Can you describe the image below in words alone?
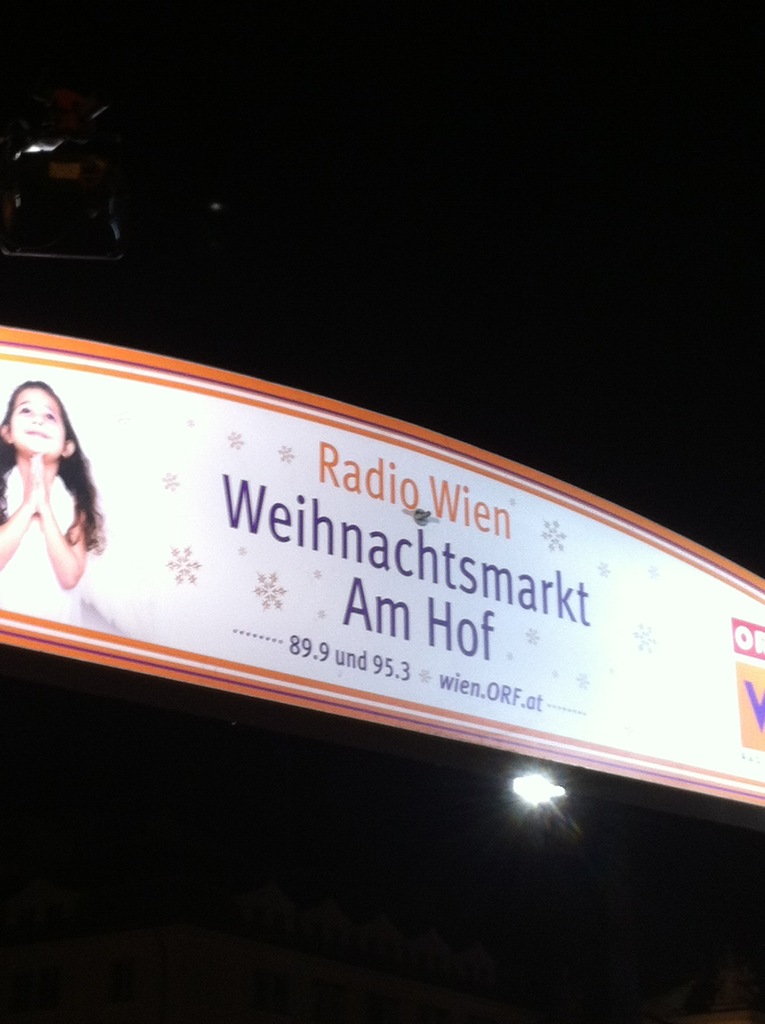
In this picture it looks like an advertisement of something.
